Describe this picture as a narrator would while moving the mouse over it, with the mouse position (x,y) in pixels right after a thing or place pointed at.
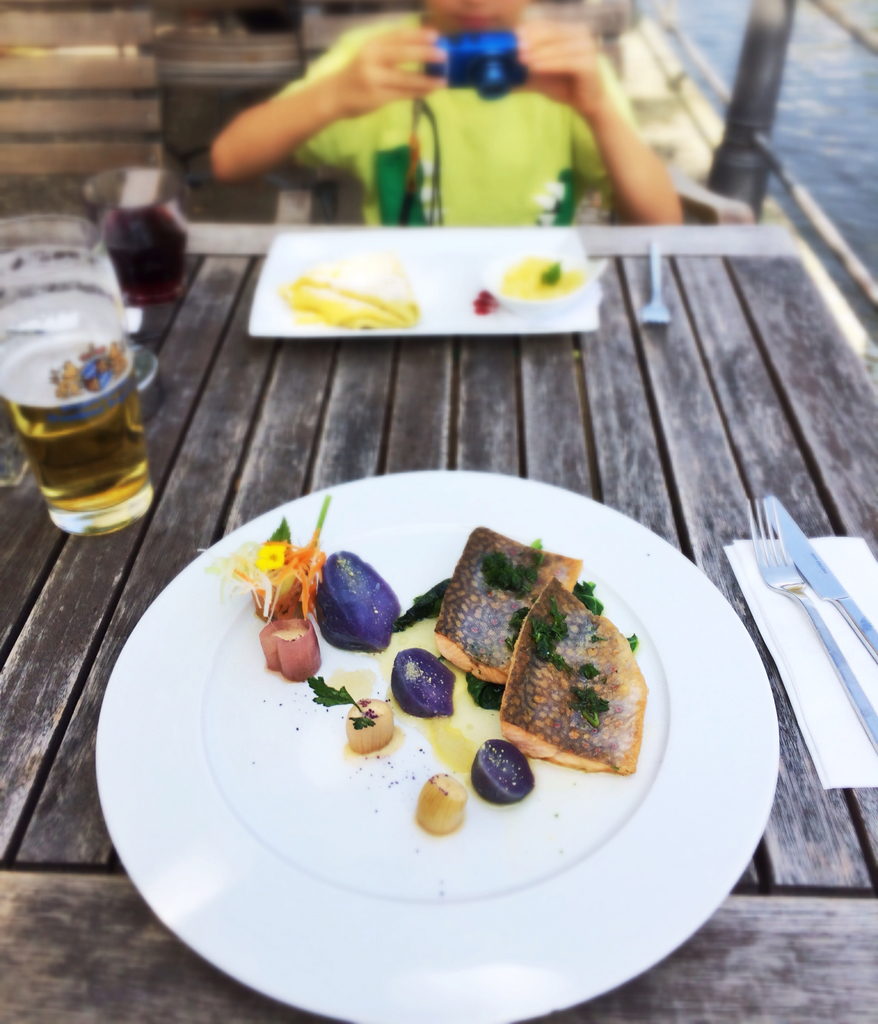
Food (297,568) is highlighted in this picture. On this table (818,438) there is a plate (657,780), food (315,568), fork (775,541), knife (811,575) and glass (104,359). In-front of this table (189,440) a person (485,129) is sitting on a chair (359,212) and holds camera (443,67).
